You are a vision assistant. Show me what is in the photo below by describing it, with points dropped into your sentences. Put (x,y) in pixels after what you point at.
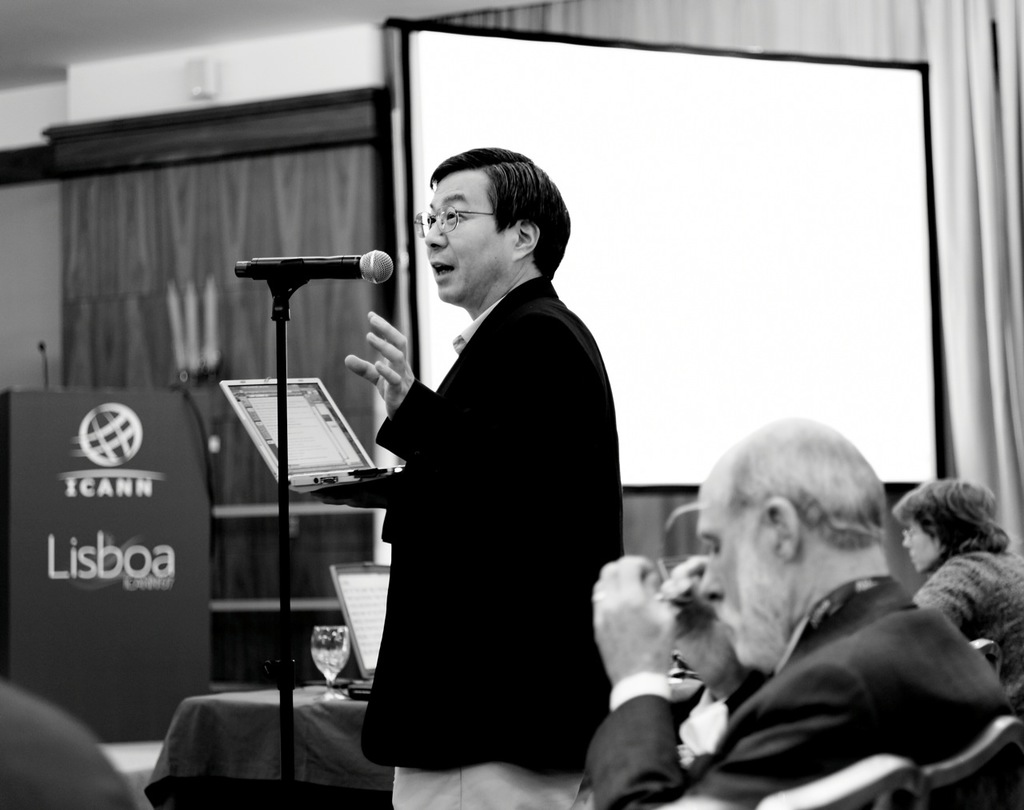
A black and white picture. This man (467,525) is standing in-front of mic (376,280) and holds a laptop (305,465). Far there is a podium (106,475) with mic (42,373). This is a whiteboard (713,189). This persons (856,527) are sitting on chair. On table (348,717) there is a glass (326,663) and laptop (374,634).
